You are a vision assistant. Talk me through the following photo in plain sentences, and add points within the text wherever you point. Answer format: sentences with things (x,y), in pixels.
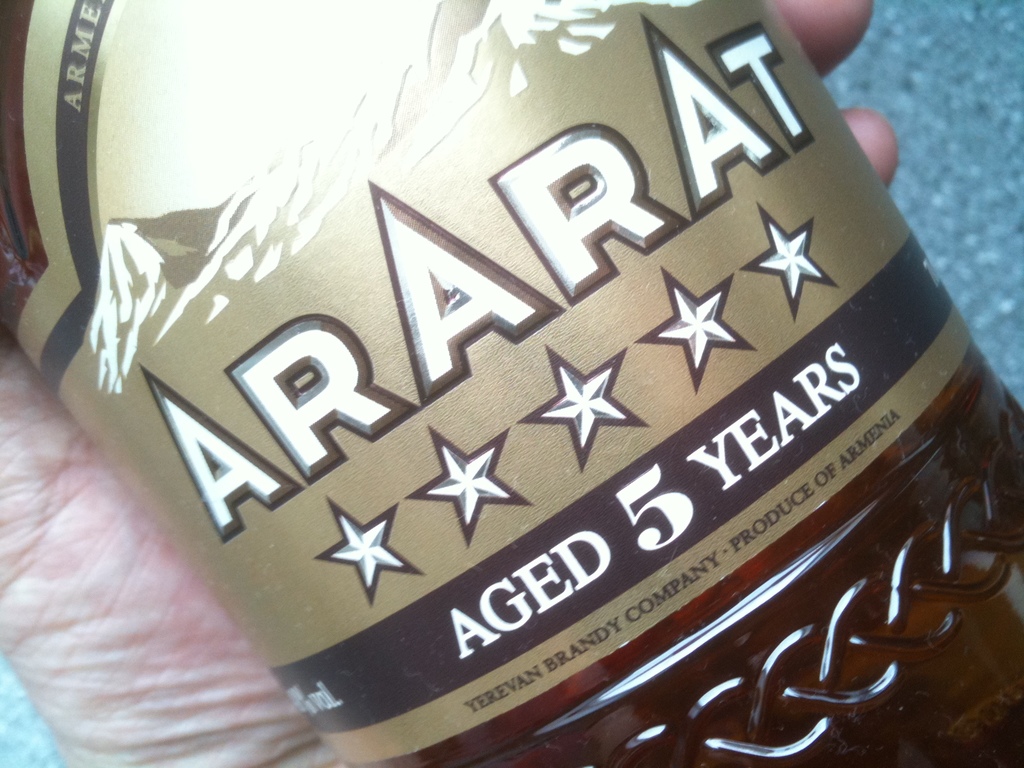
In the image we can see a human hand (860,114) holding a bottle (871,594) and there is a label (501,373) on the bottle (431,404).
